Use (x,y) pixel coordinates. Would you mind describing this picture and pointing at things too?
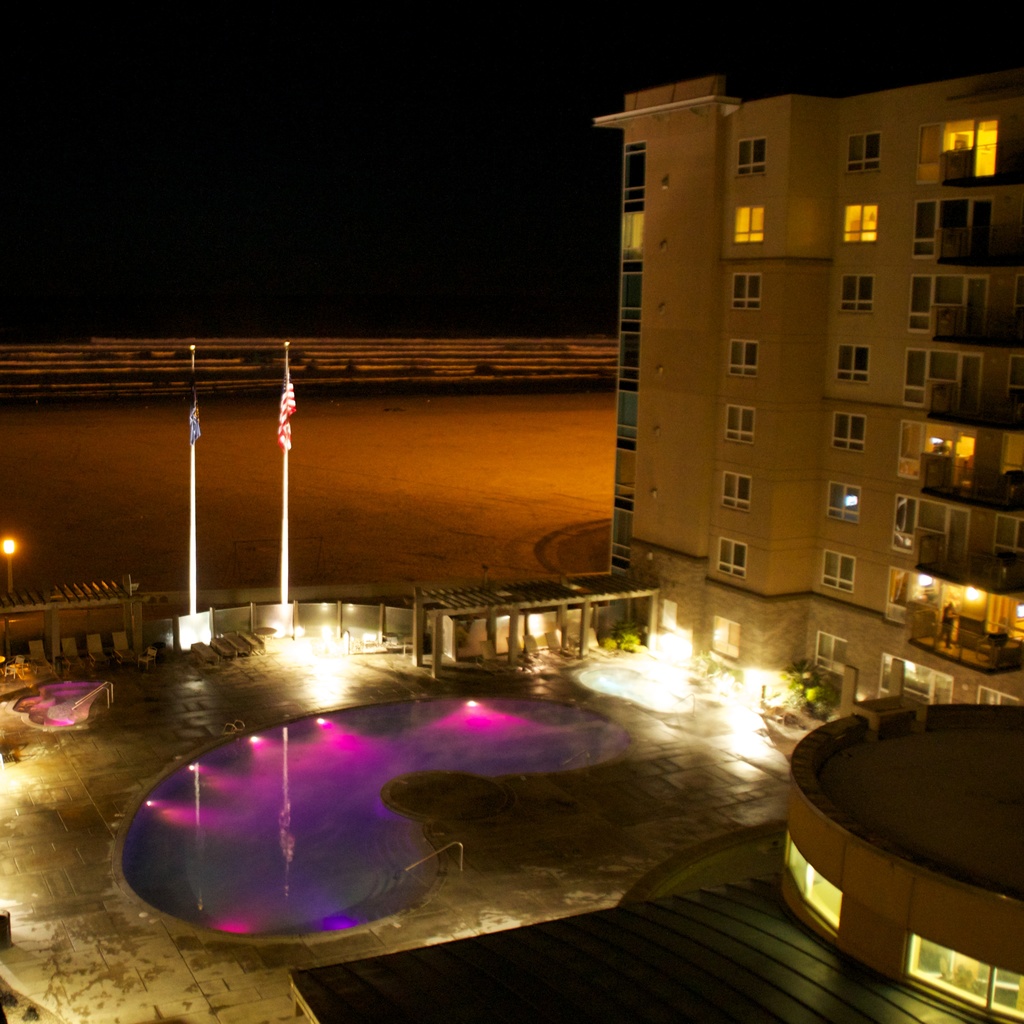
In the picture we can see an Aerial view of the building (832,461) and near to it, we can see a swimming pool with a pink colored light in it and near to it, we can see two poles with flags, in the background (341,539) we can see a sandy beach (321,462) with some waves (414,371).
